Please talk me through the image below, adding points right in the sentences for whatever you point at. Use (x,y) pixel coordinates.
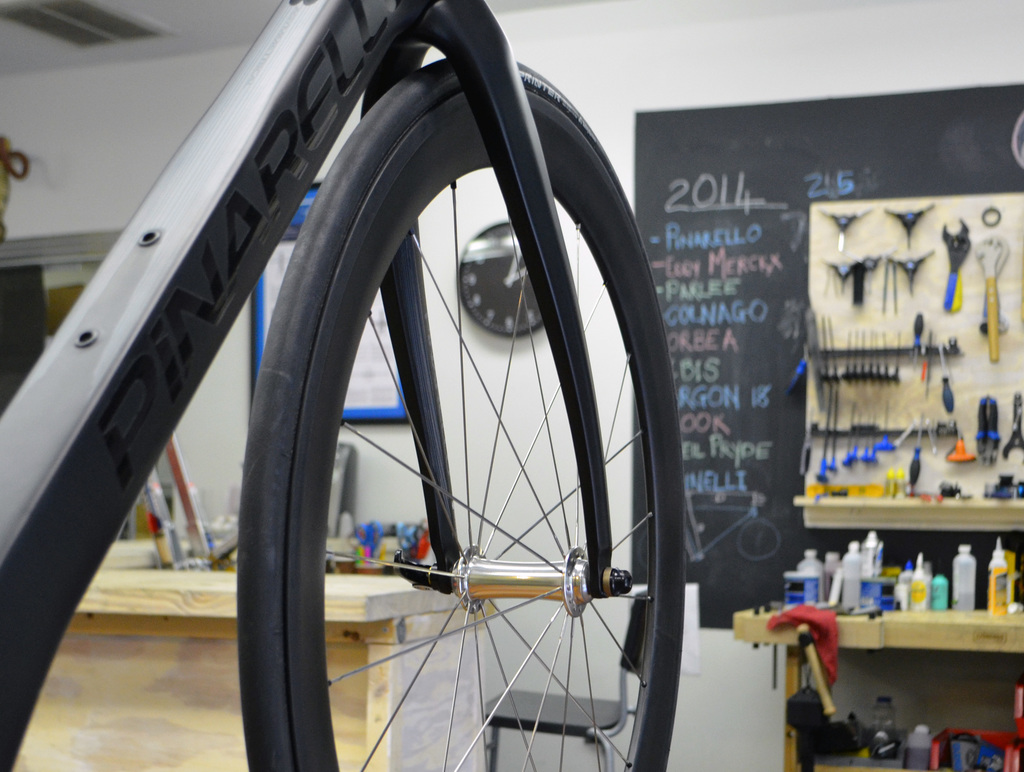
In this image we can see the bicycle wheel (661,609). We can also see the chair (605,727), table (398,615) and also some bottles (901,600) and some other objects (801,606). We can also see the pliers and some objects (996,318). There is a black color board (731,226) with text (731,243). We can also see the frame (384,396), clock (530,308) attached to the plain white color wall (567,648). Ceiling (149,11) is also visible in this image.
